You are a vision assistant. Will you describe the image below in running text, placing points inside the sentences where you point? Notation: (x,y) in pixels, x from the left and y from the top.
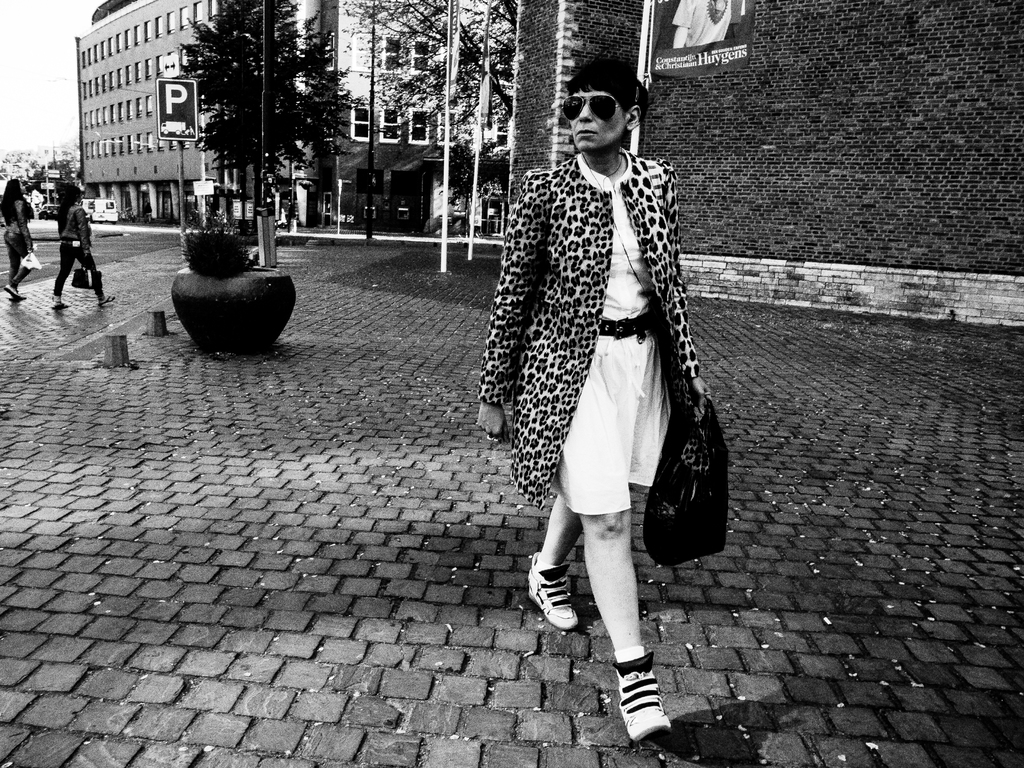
In this image in front (630,279) there is a person (656,367) holding the bag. Behind her there is a flower pot (262,272). There are poles (478,147). There are boards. There are two other people (18,283) walking on the road (106,251). In the background of the image (325,84) there are buildings (535,21), trees (244,75) and sky (44,31).
